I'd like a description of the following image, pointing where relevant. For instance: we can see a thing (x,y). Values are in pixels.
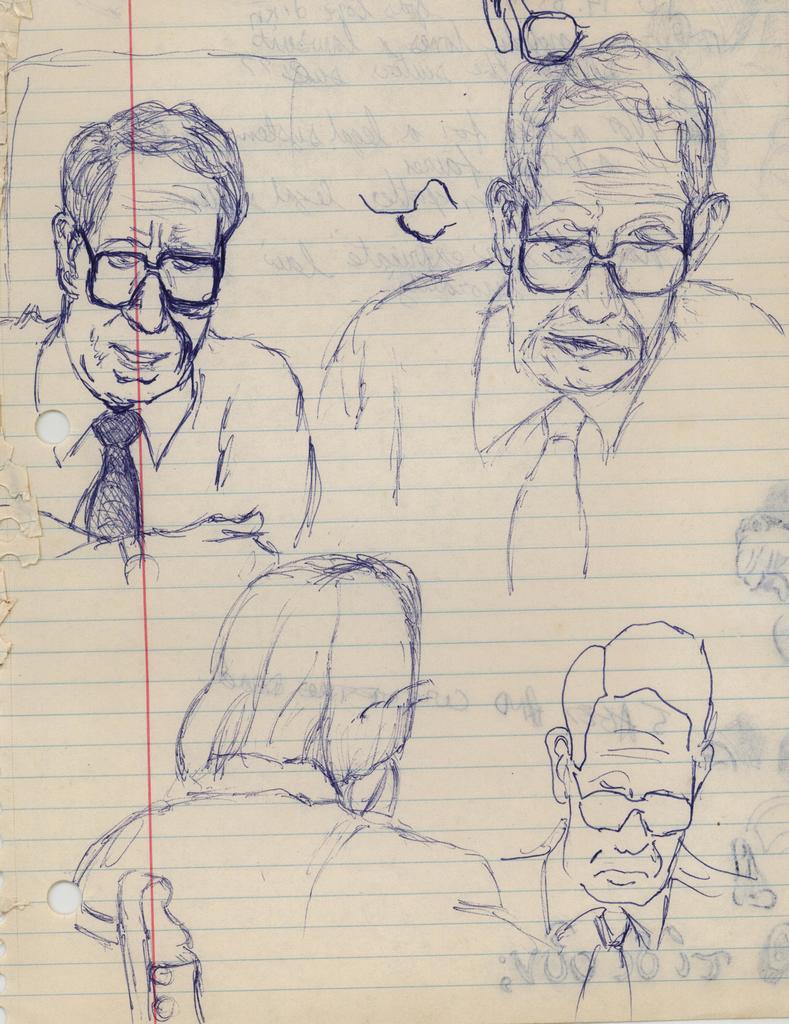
In this image we can see a paper (434,372) on which we can see a drawing (684,628) of a few people (386,686).
